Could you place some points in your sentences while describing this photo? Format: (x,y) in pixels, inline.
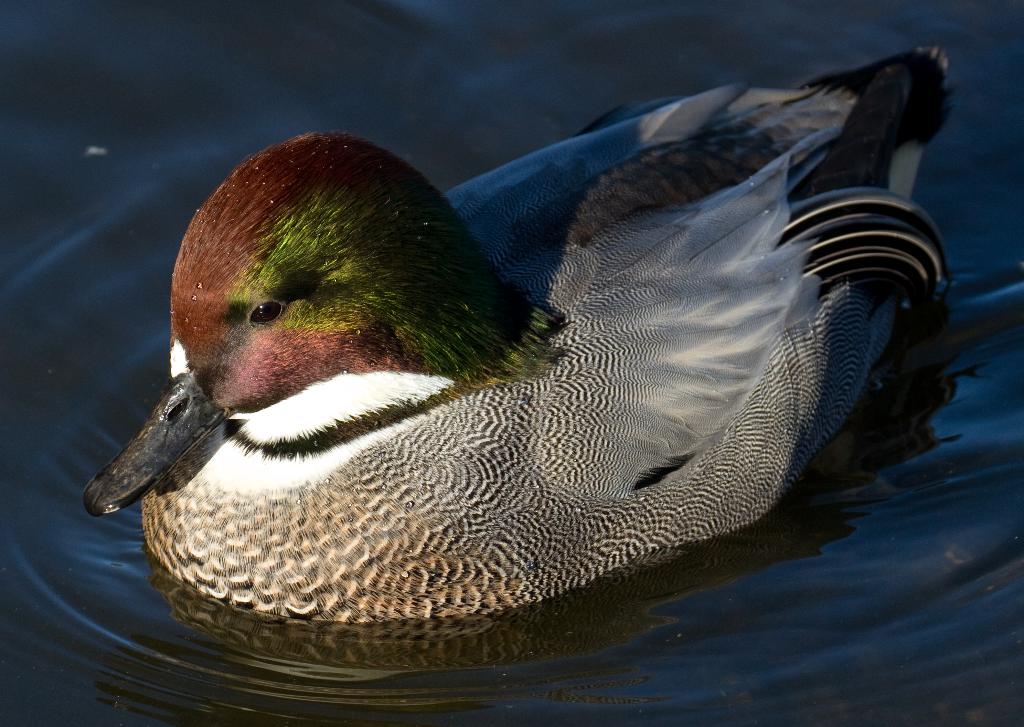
In this picture I can see a duck (359,324) in the water (95,57).
